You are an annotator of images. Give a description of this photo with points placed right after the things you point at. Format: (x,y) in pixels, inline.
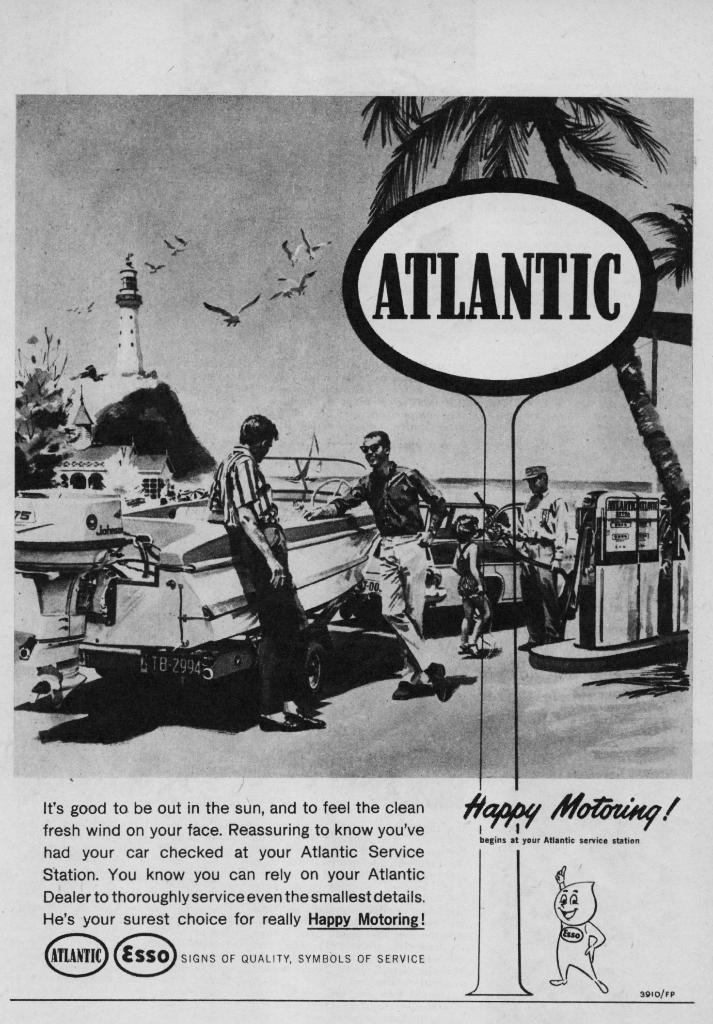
The image is looking like a poster. At the bottom (330,872) there is text (390,898) and a drawing (574,924) of a person (566,950). In the middle of the picture (400,508) there are the vehicle (501,508), tree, people (563,547) and petrol filling objects (605,560). In the background (127,332) towards left (127,342) there are birds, lighthouse (127,332), tree (34,419) and other objects (315,445). In the background (193,160) it is sky (625,181).
